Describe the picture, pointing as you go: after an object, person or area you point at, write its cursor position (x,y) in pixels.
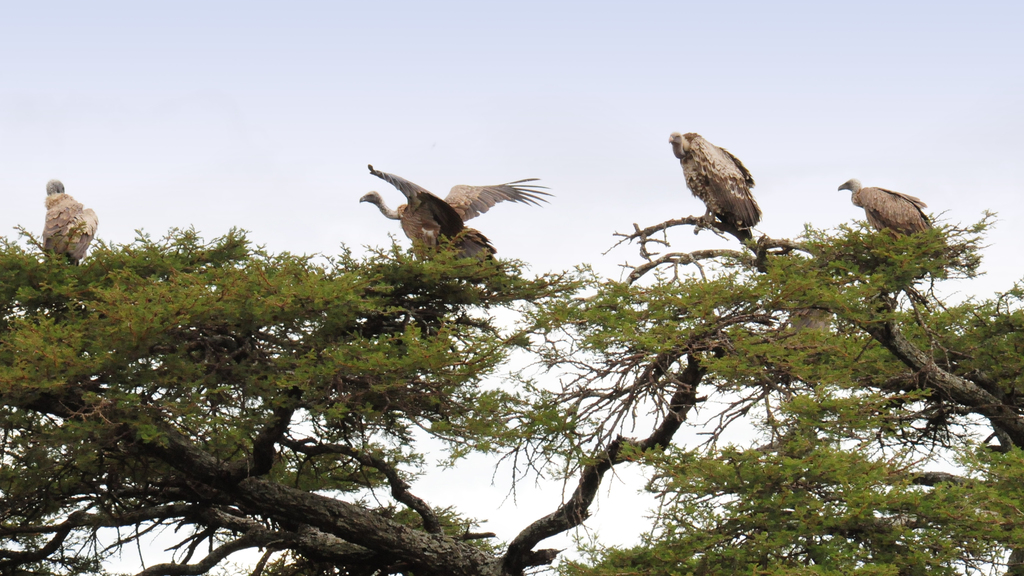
In the image there are four vultures (440,202) standing on a tree (826,507) and above its sky (386,46).
